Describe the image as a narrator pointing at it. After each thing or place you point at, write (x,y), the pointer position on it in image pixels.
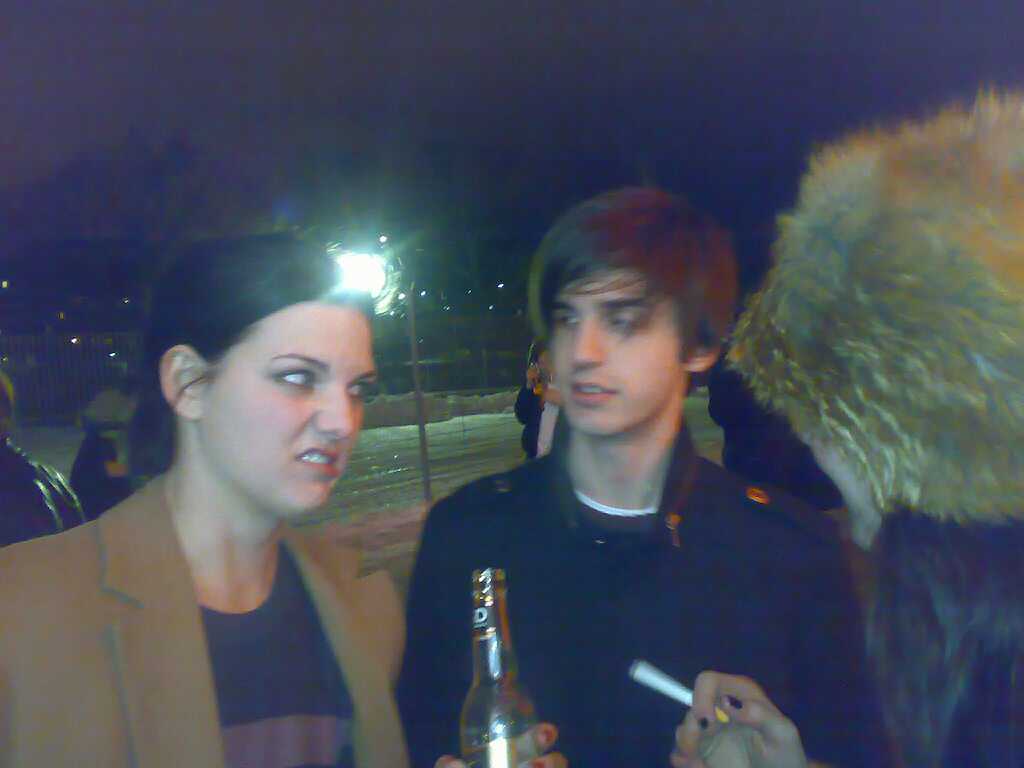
In the image we can see in front (191,631) there are three people (228,607) a woman (306,546), a man (604,736) and a person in a fur hat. A woman (255,674) is holding a beer bottle (499,700) and at the back (379,281) there is a light (379,266) on a street lamp (420,365).
